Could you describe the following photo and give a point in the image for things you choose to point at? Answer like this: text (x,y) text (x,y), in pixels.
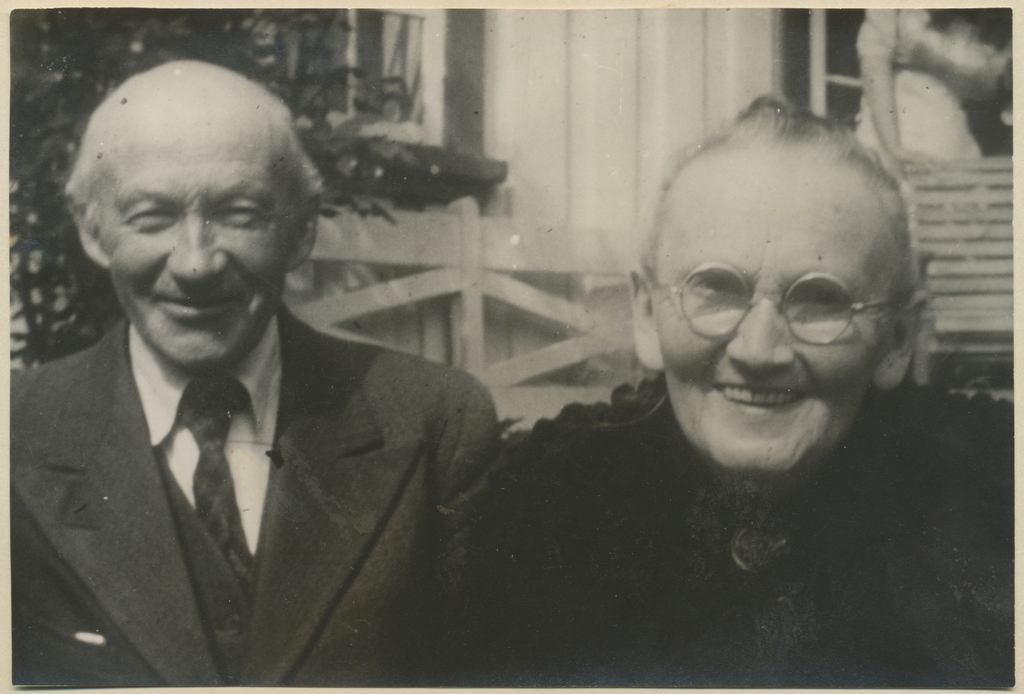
It is a black and white image. In this image there are two people (363,370) having a smile on their faces (780,385). Behind them there is a chair (962,346). There is a person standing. On the left side of the image (293,99) there is a tree (122,44). There is a wooden railing (397,353). In the background of the image (596,156) there are glass windows (412,61) and a wall (595,79).
